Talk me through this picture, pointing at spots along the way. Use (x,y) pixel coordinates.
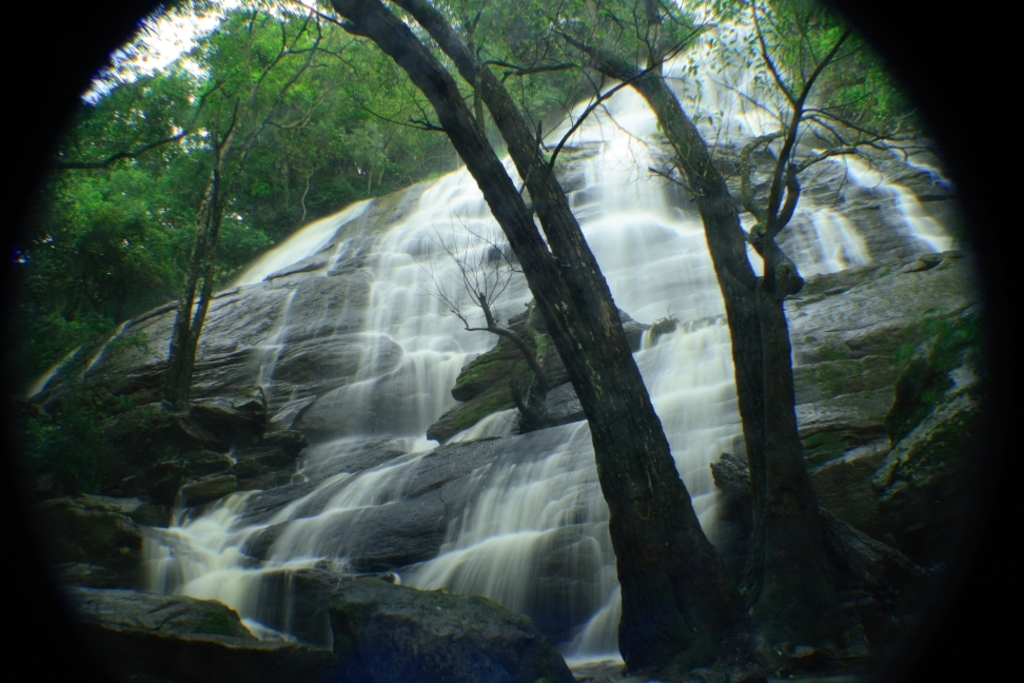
This looks like an edited image. I can see a waterfall (463,228). These are the trees (215,189) with branches (777,134) and leaves (198,185). I can see the water (474,216) flowing from a hill (517,450).
